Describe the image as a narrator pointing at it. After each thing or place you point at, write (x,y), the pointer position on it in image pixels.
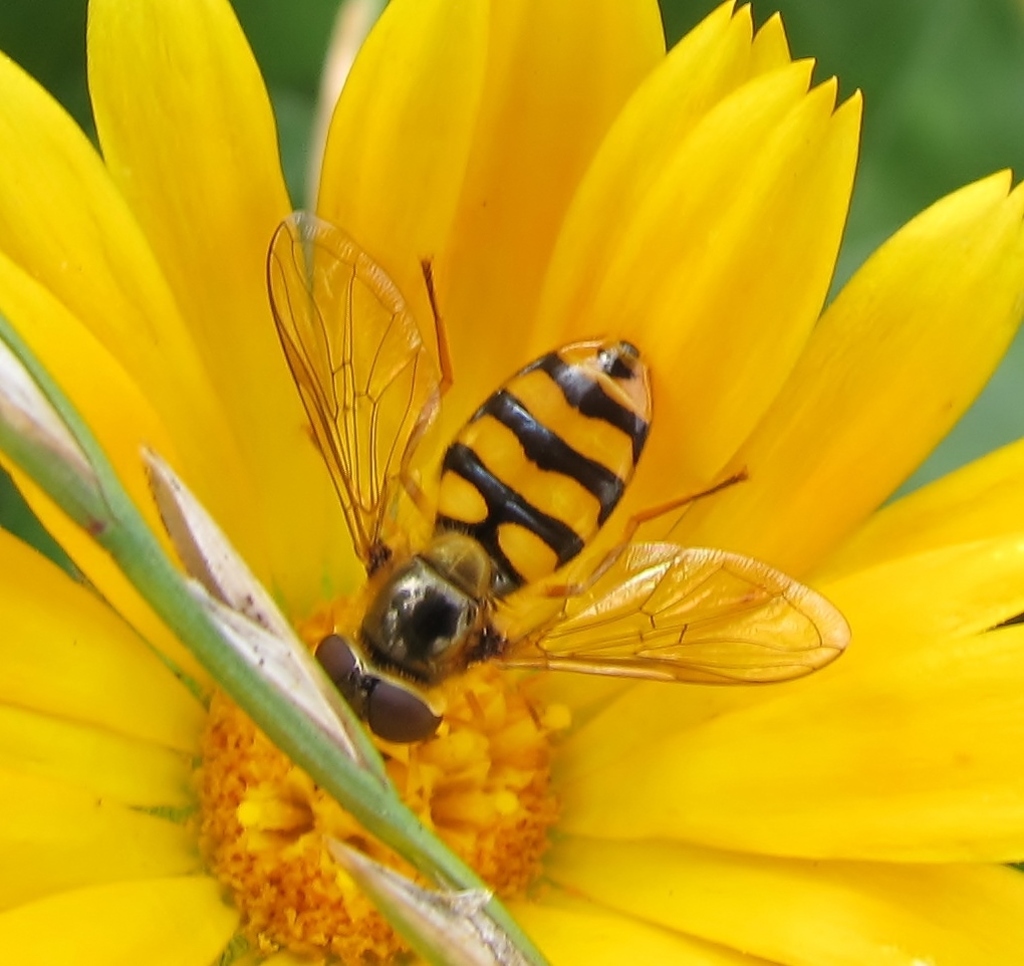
In this image we can see a hoverfly (471,500) on the flower (699,521), and the background (889,58) is blurred.
